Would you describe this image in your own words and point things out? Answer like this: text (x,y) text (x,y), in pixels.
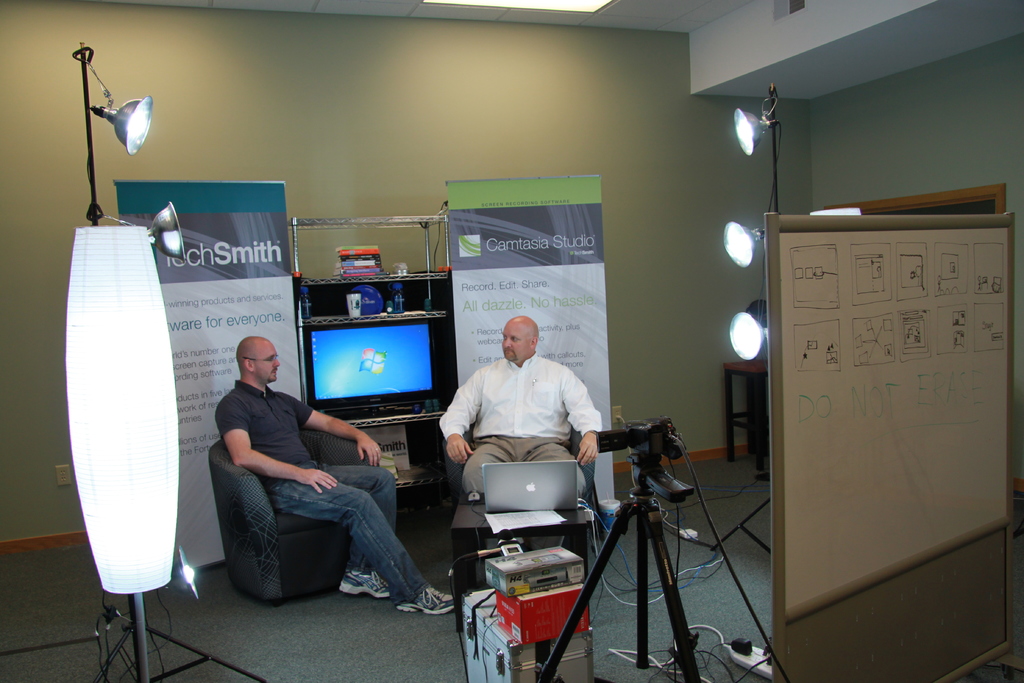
In this image there are two people (370,459) sitting in chairs (344,461), behind them there are banners (224,227) and there is a monitor (369,350), on top of the monitor (373,331) there are books (361,271) and some other objects (364,296), beneath the monitor (378,397) there are some objects (386,459) on the stand (383,281), on the left side of the image (128,387) there are lights (141,384) on the stand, behind them there are switch boards (61,482) on the wall (709,360). In front of them there is a laptop (522,485) and some other objects (530,515), beside the laptop (527,500) there is a camera (658,451) on a stand (604,550). On the floor (615,581) there are cables (699,572) and socket boards (732,658), on the right side of the image (775,514) there are lamps (762,234) and there is a board (775,398), behind the lamps (740,354) there is a wooden object (759,391) with metal rods (759,378) and a window (918,212) on the wall (822,170).
